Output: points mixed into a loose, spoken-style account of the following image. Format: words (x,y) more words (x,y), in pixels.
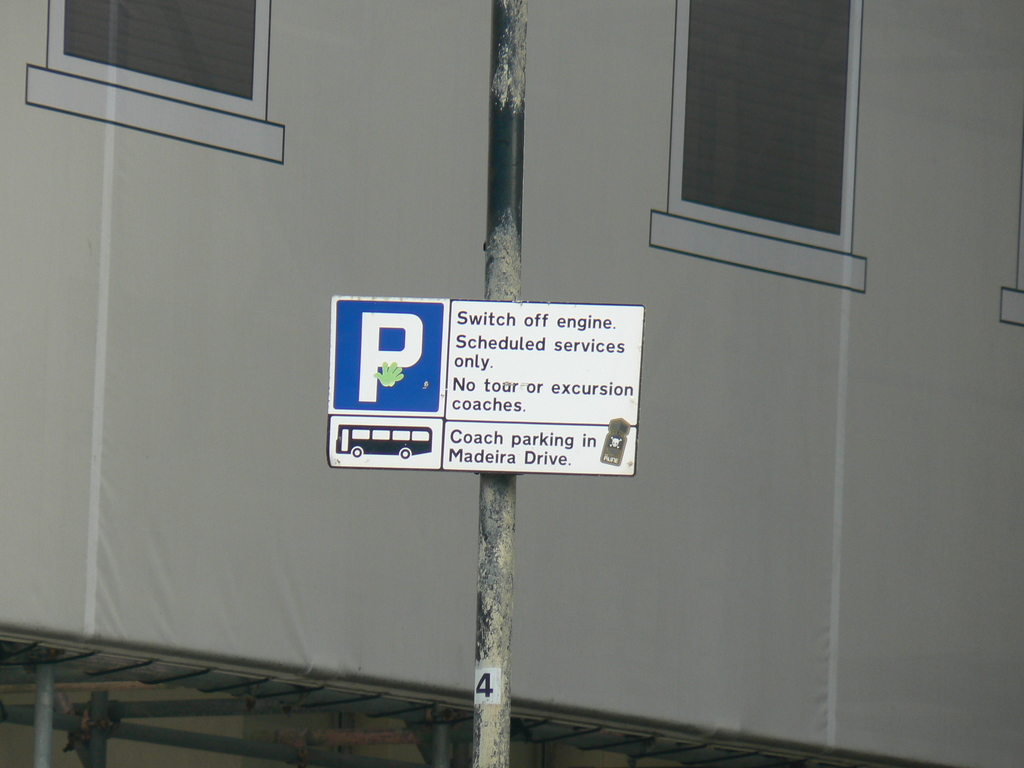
This picture seems to be clicked outside. In the center (483,509) we can see the metal rod (480,495) and we can see the text (493,389) and some pictures (434,394) on the board (426,342) attached to the metal rod (501,59). In the background (373,157) we can see the white color object (166,335) which seems to be the cloth (574,73) on which we can see the pictures (806,49) of some objects (145,70) and we can see the metal rods (45,698) and some other items (191,684).
